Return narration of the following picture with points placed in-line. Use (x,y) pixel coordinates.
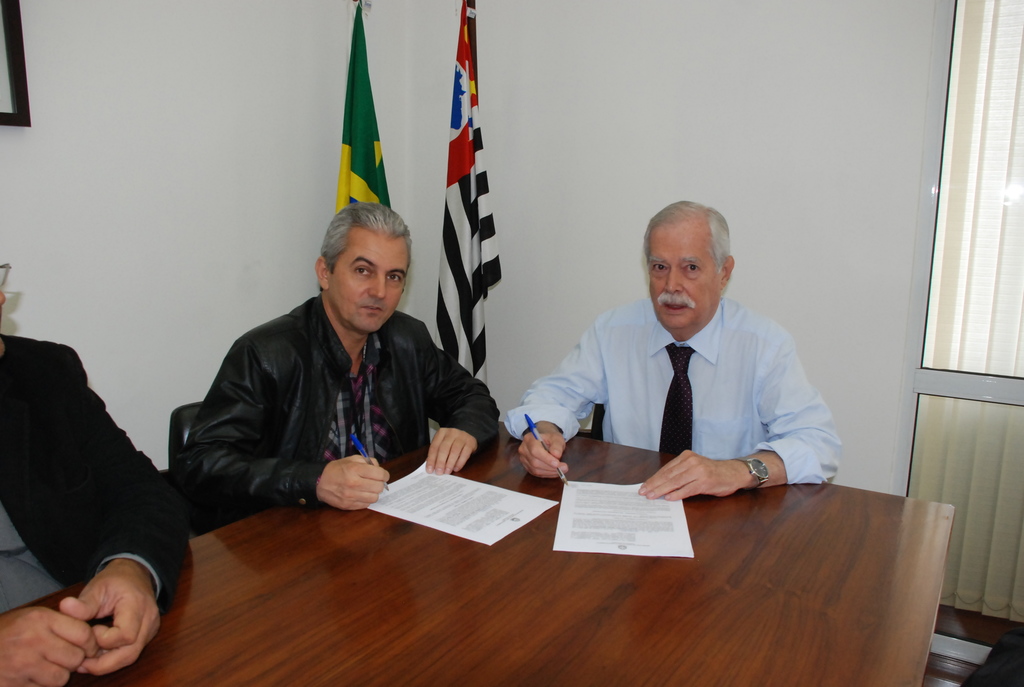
In this image I can see there are three persons (216,441) visible in front of the table (447,597), on the table (514,556) I can see two papers (603,493) and at the top (704,43) I can see the wall (588,118) and the door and flags (356,149).
